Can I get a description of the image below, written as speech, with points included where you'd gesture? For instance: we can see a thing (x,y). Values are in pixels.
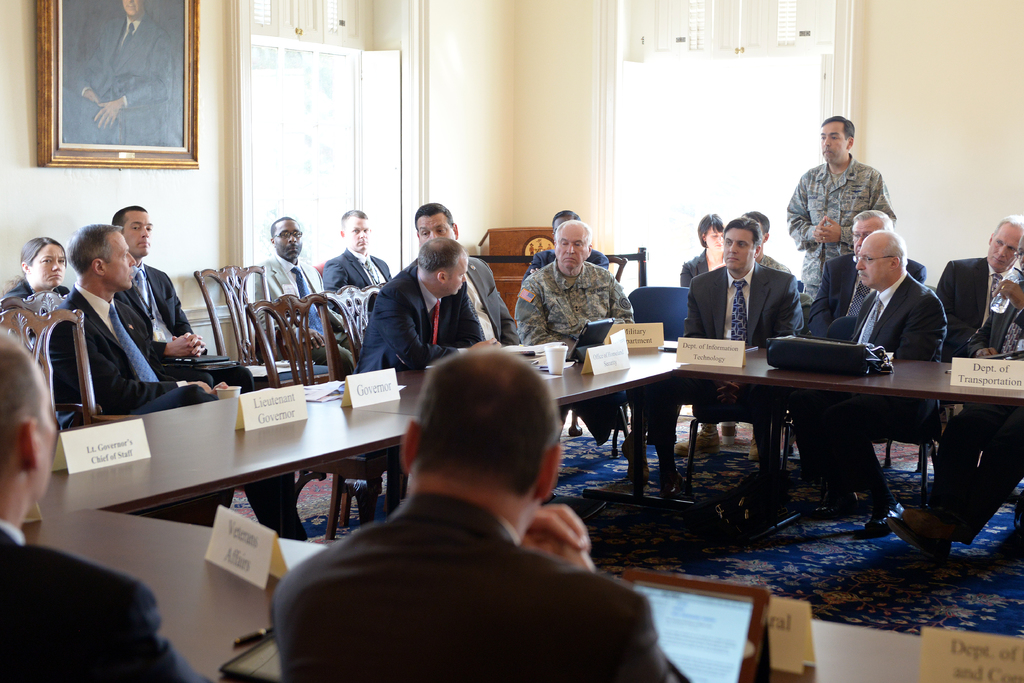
In this picture we can see some persons (707,286) are sitting on the chairs (663,295). And this is the table (264,455). On the table (216,457) there is a bag (837,342). Here we can see a person (823,187) standing on the floor (842,579). This is the floor (834,561), and there is a wall (211,93). Here we can see a frame (182,112) on the wall (210,157).
